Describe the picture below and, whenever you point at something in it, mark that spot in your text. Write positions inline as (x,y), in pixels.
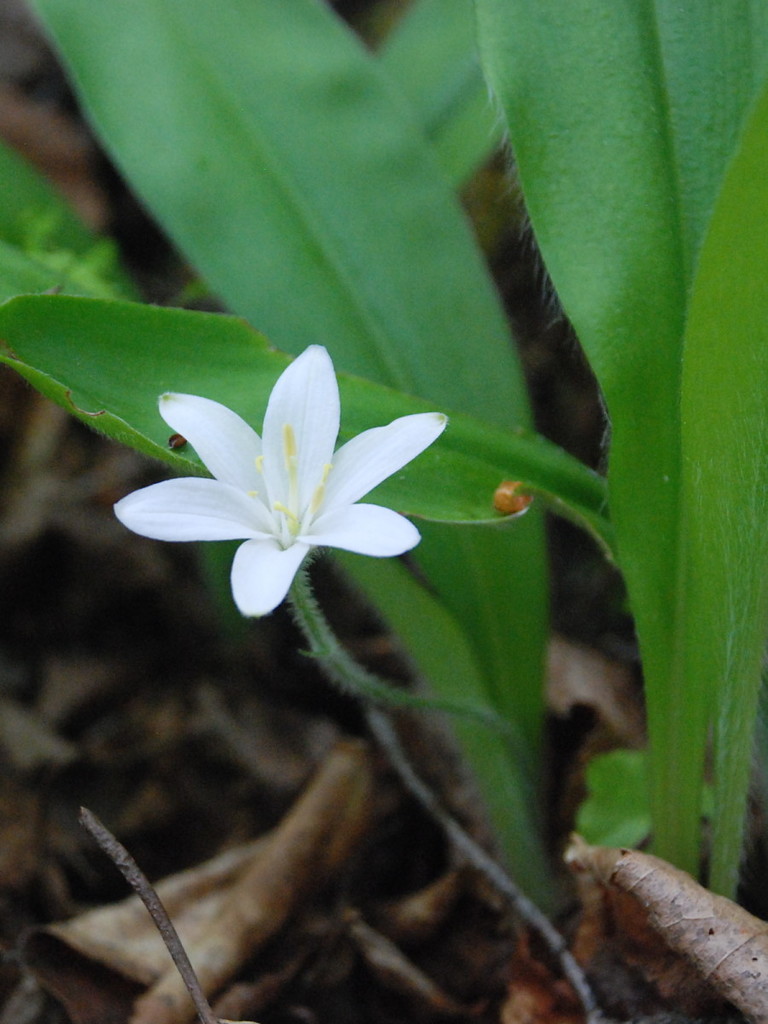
In this picture there is a white color flower (353,472) in the center of the image (309,365) and there are leaves (427,289) in the background area of the image (295,119).
